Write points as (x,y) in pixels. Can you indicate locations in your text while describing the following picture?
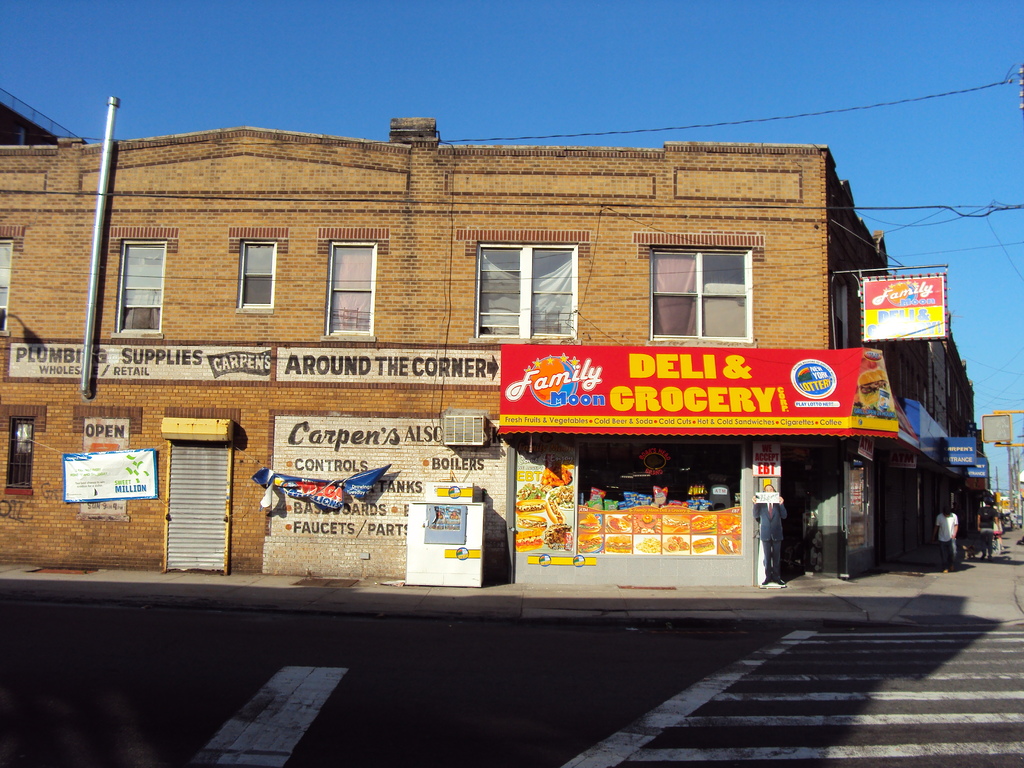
In this picture I can see a building (182,307), there are boards (93,428), banners (270,485), cables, there are group of people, there is an air conditioner (450,417), there is road (973,640), and in the background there is sky (851,123).
